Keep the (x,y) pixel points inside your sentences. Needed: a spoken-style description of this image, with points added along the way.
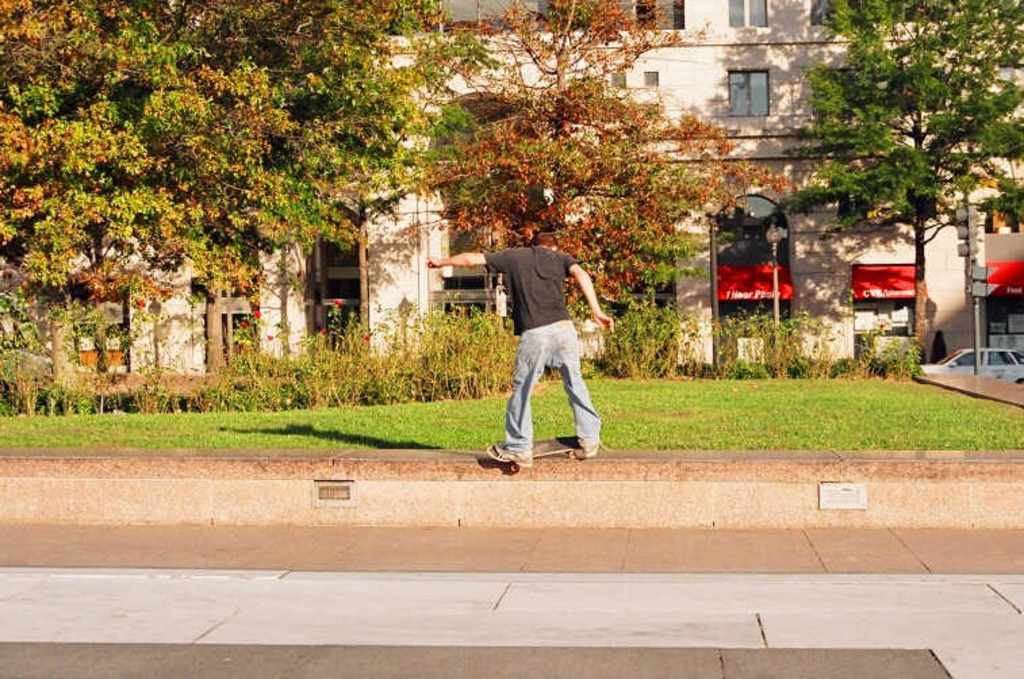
In this image there is a person (536,363) skating on the skateboard (558,447) on the platform (414,450), behind him there is grass (554,410) on the surface (427,413), behind the grass (442,411) there are trees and buildings (736,253) and cars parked on the road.
